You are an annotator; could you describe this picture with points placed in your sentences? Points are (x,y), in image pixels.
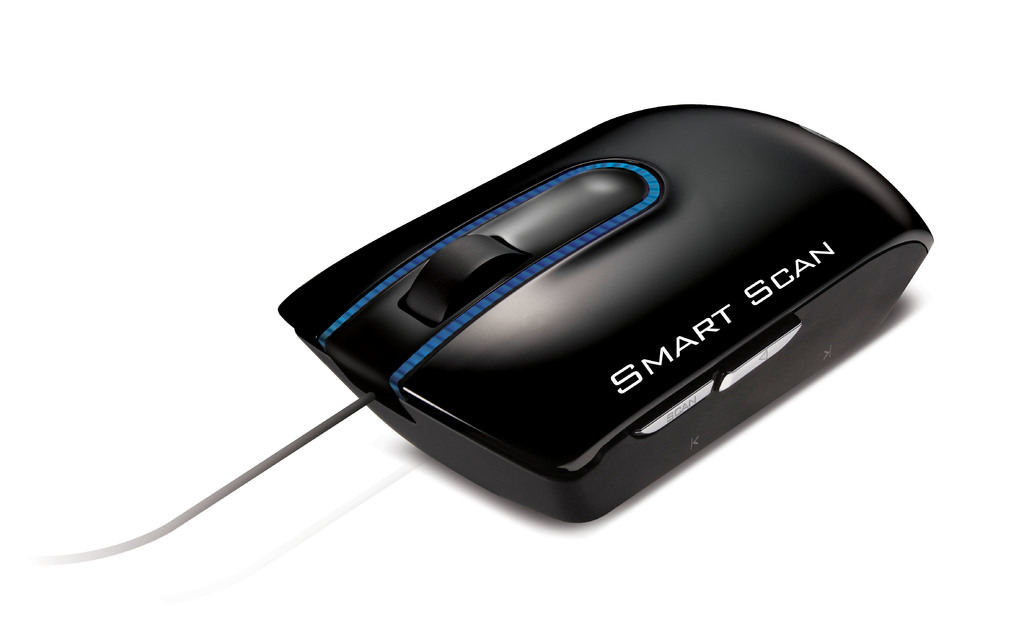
In this picture we can see a black color mouse (595,270), there is a scroll button (452,305) in the middle (477,276), we can see wire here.
